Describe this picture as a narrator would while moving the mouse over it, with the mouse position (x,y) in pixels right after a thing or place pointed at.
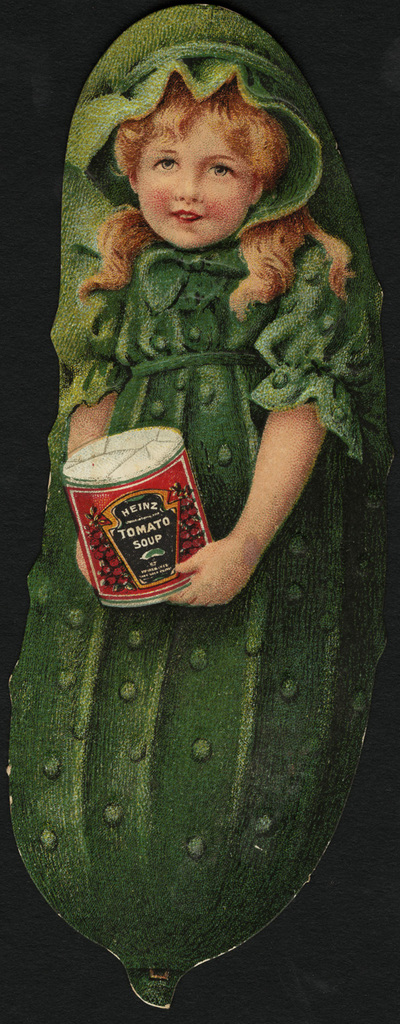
In the center of this picture (180,490) we can see a painting (303,387) of an object (137,410) which seems to be the cucumber (272,738) on which we can see the painting (222,150) of a girl (240,272) holding a box (163,518) and we can see the text (141,532) on the box (157,548).
